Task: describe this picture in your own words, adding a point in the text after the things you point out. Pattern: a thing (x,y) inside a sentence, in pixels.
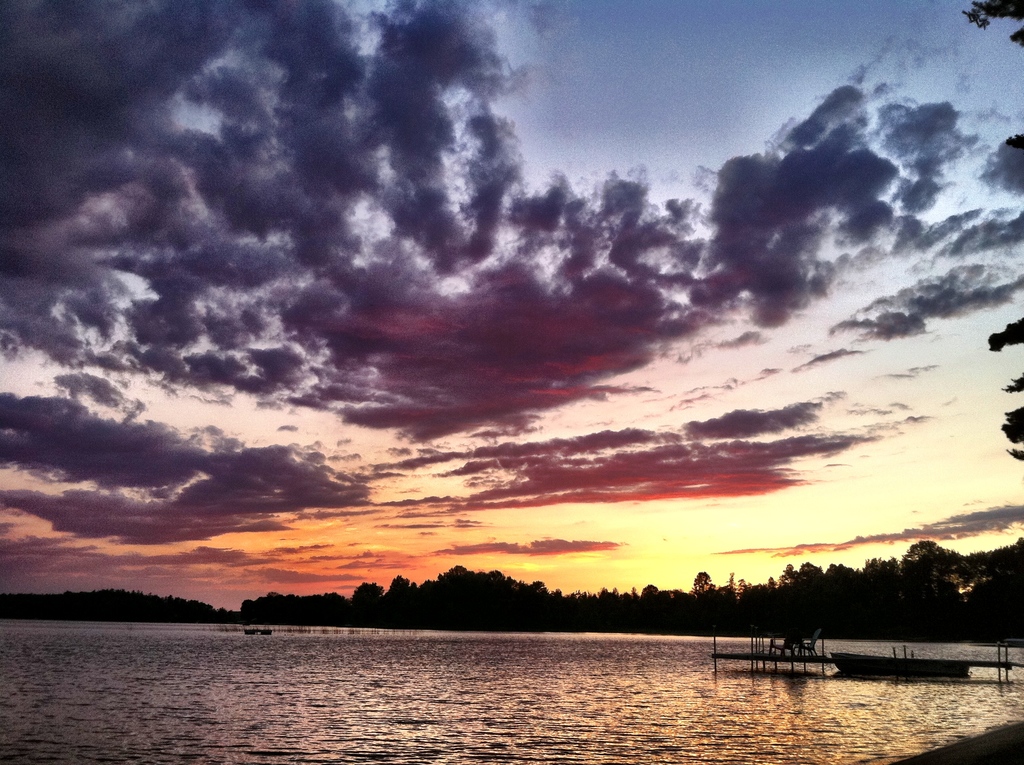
In this picture there is water (398,702) at the bottom side of the image (519,697), there is a boat (847,664) and two chairs (813,639) on a dock (752,649) at the bottom side of the image (799,628) and there are trees (812,605) in the background area of the image (878,576) and there is sky (611,139) in the image.
